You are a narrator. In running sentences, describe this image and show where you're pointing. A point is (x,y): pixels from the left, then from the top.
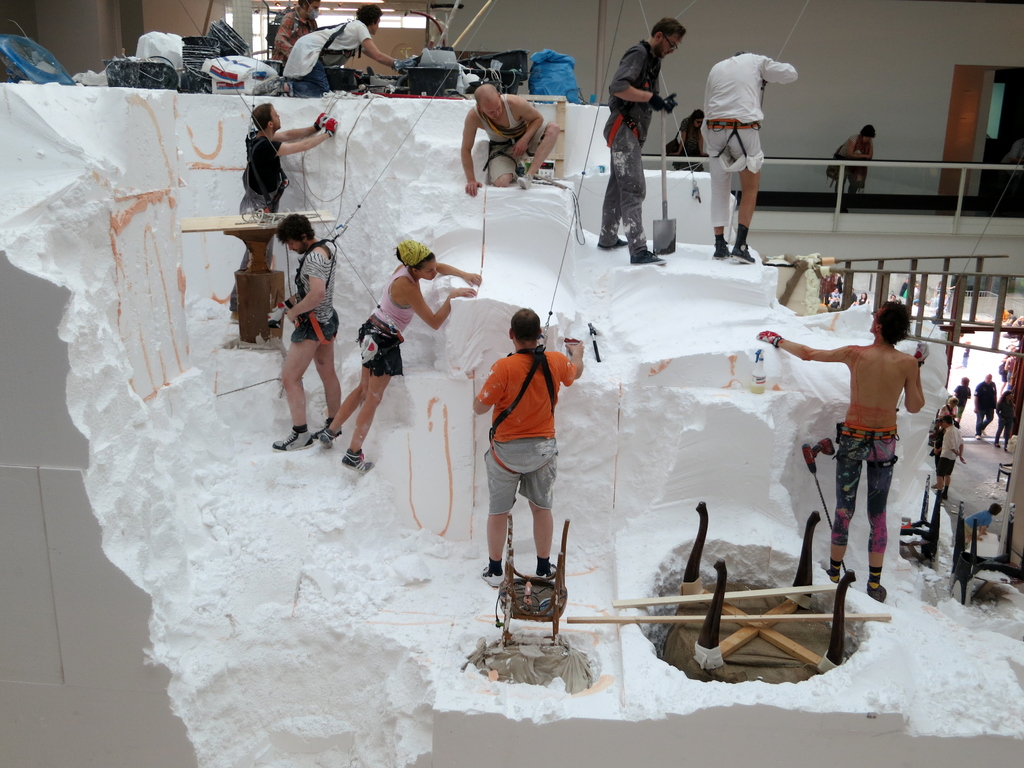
This picture is mainly highlighted with the construction part (509,219). On the background of the picture (829,61) we can see a wall (834,66). Here all the persons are participating in the construction work. There are some tools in their hands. At the right side of the picture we can see few persons (1003,428) standing and walking.
